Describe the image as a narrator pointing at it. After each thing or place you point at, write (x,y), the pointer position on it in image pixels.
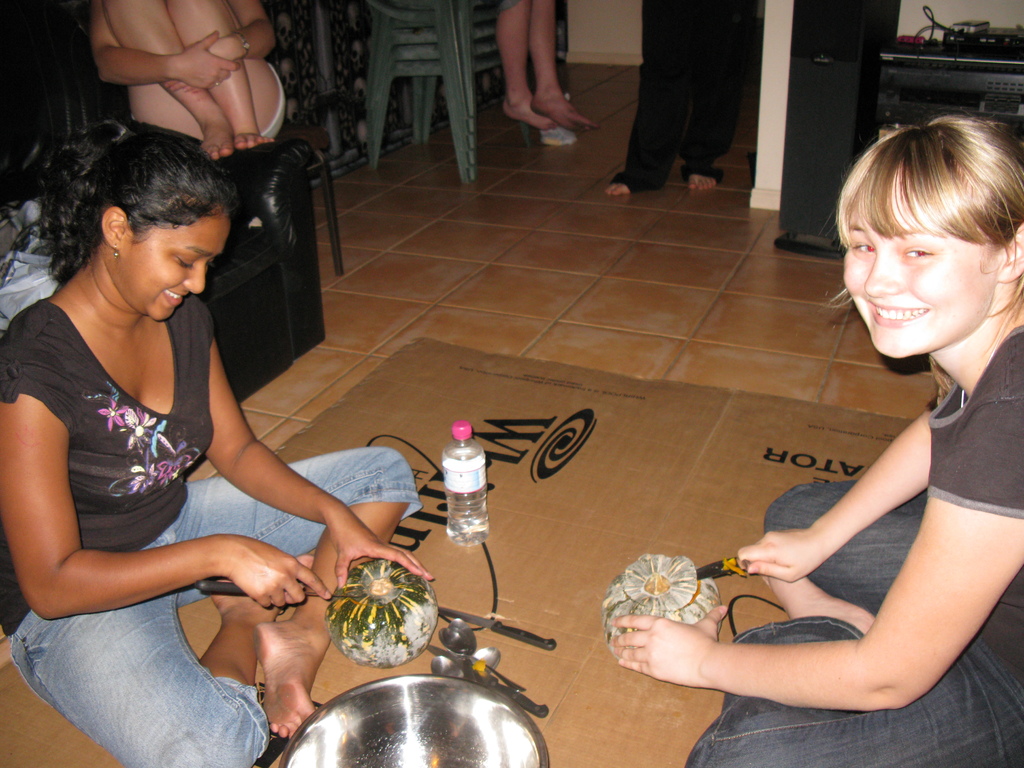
In this picture I can see a human (635,163) Standing and few people (549,106) are seated and couple of them seated on the floor (634,257) and cutting pumpkins (362,631) with the help of knives (326,598) in their hands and I can see water bottle (452,470) and few spoons (456,625) and knives (539,715) and a bowl (451,740) and I can see a sofa (264,244) on the left side (253,242) and tiles (605,262) on the floor (687,312) and a carton box (632,443) made in to sheet (406,357).
